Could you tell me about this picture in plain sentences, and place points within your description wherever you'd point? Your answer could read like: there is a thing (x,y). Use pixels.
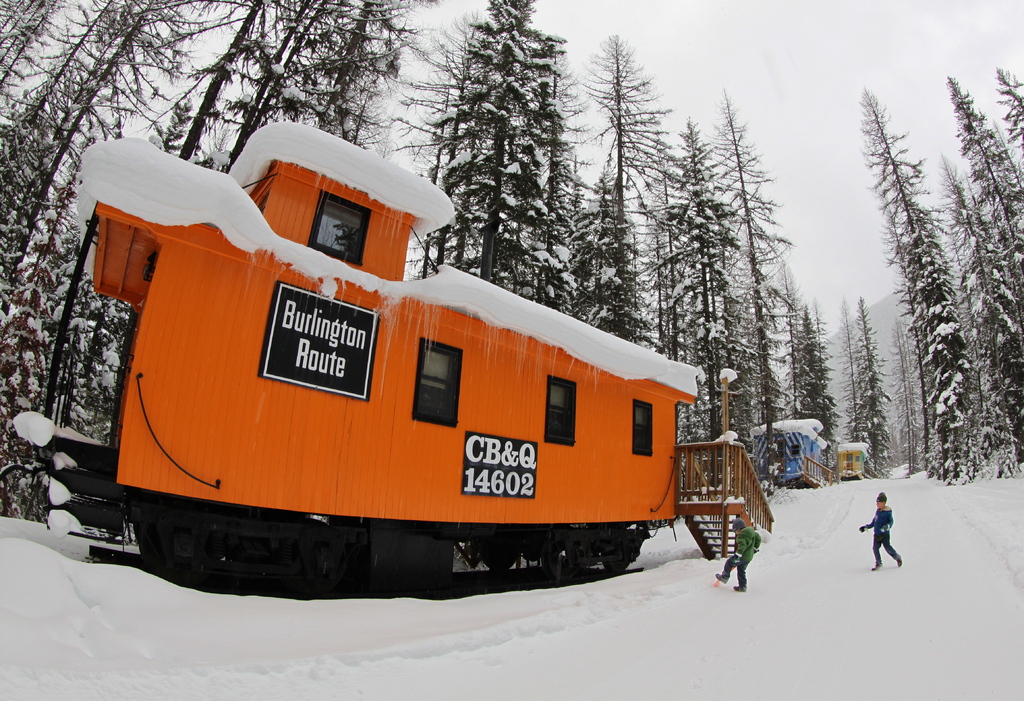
In this image we can see a caravan (319,378) with windows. On the caravan (309,373) there is text (320,370) and numbers (497,470). Also there are steps (706,503) with railings (682,498). On the ground (654,605) there is snow (751,580). In the back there are trees (484,188). Also there are caravans (803,442). And there is snow (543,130).
